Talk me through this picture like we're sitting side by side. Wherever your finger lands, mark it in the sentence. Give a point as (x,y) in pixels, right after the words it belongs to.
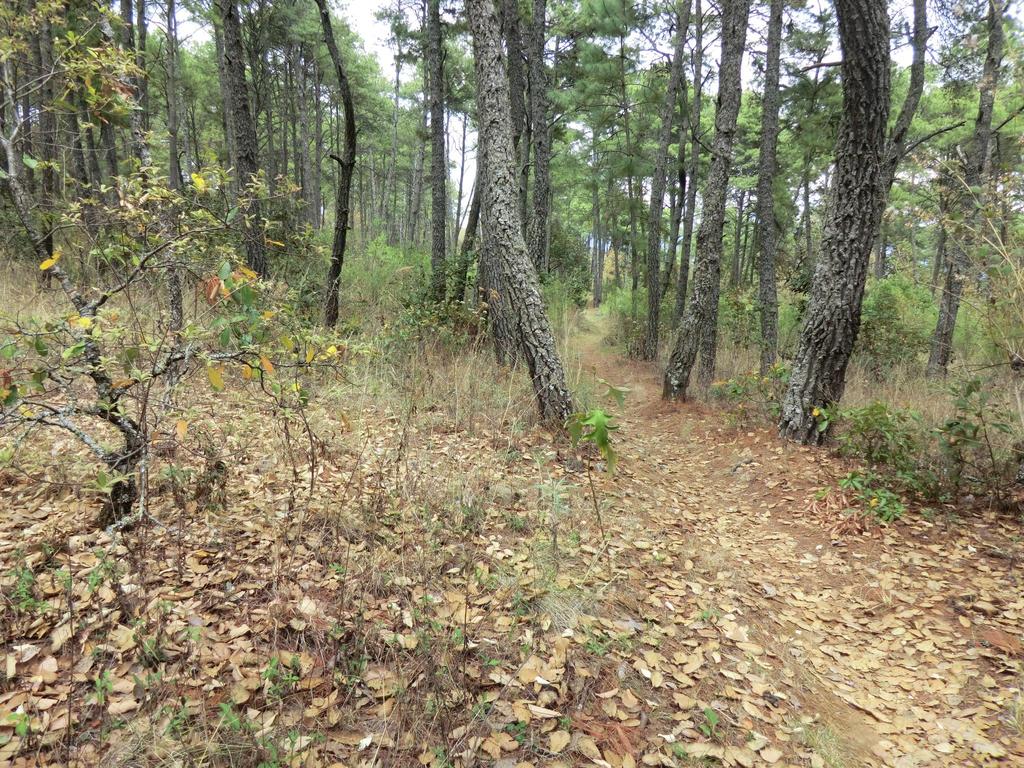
In the foreground of the picture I can see the trunk (521,75) of trees (534,83). I can see the leaves (276,496) on the surface (480,477). In the background (510,83), I can see the trees (373,73).
